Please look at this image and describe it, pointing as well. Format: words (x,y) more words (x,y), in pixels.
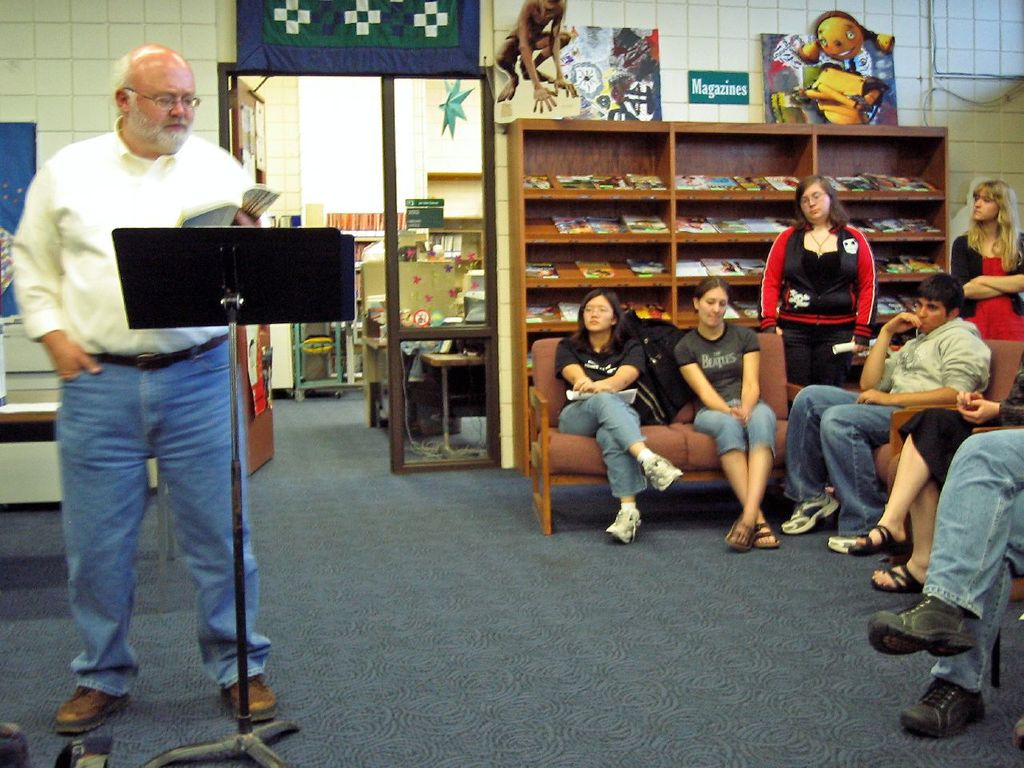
This person (133,211) is holding a book (204,224). In this rack (870,214) there are books (781,227). Above this rack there are posters (842,61). Few people (634,431) are sitting on couches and two people (800,220) are standing. In this room (340,405) we can see star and objects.
